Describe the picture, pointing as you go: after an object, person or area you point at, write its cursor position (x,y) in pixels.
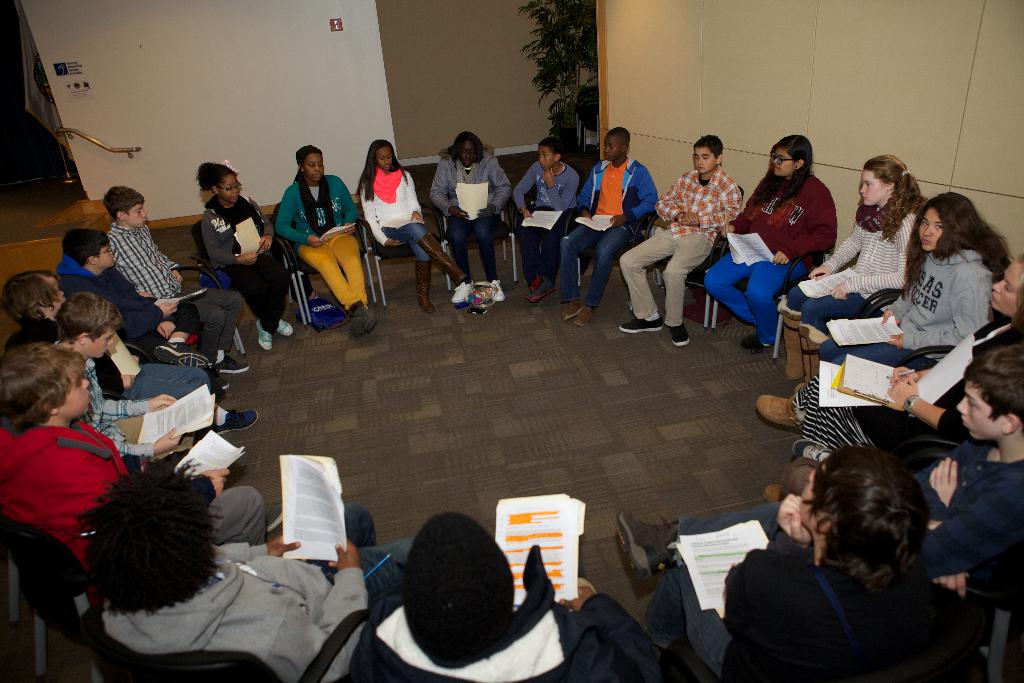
In this image I can see group of people (210,254) sitting on the chairs (239,676) holding papers (186,299) in their hand (175,307). Background (556,8) I can see a plant (572,7) in green color and wall (417,50) in white and brown color.
